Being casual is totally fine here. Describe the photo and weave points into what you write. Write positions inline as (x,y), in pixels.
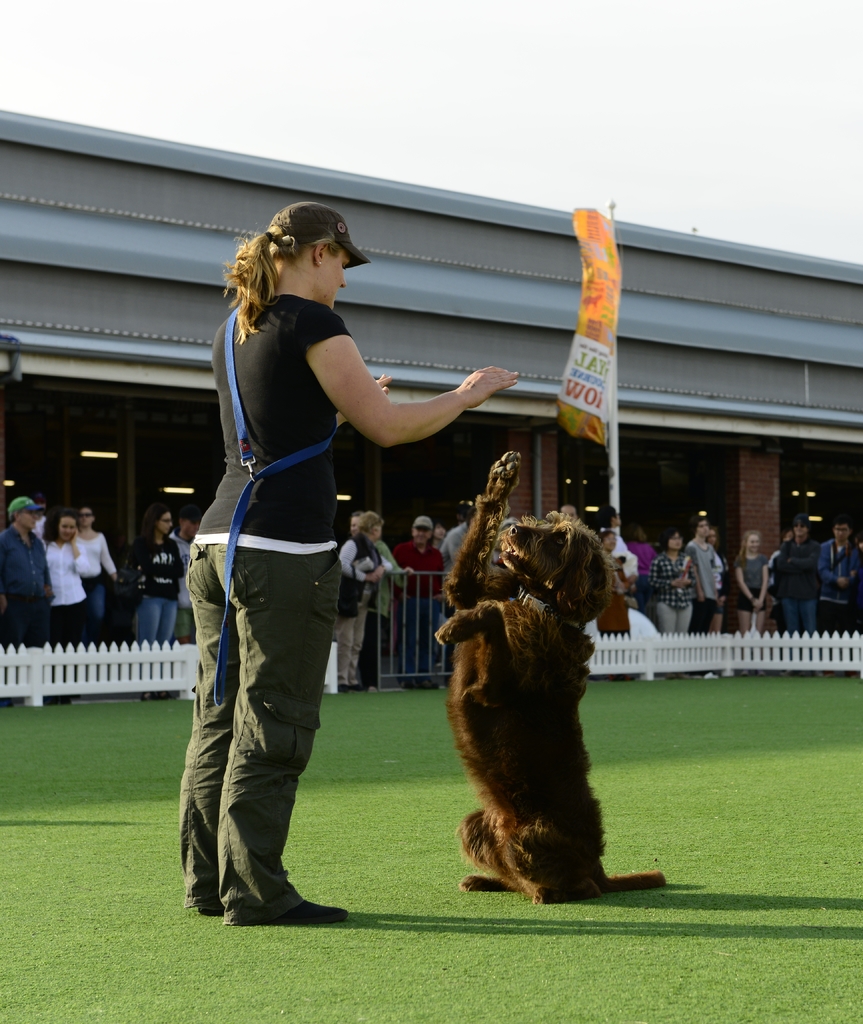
This picture describes about group of people (168,516), in the middle of the image (323,419) we can see a woman (333,549) and a dog (477,677), and she wore a cap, in the background (584,279) we can find a flag (584,234), few lights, metal rods (615,391) and a building (553,322).
